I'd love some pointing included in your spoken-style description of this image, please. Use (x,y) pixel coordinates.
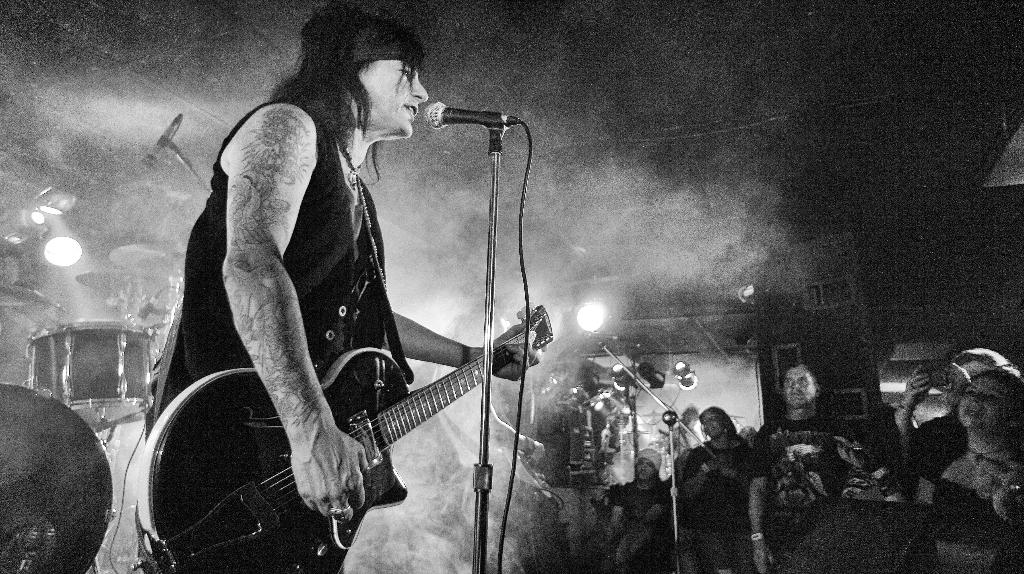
Here we can see a man (404,87) standing and singing, and holding a guitar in his hands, and in front (529,168) here is the microphone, and stand (490,471), and here the group of people (925,471) are standing, and here are the lights (600,322).
